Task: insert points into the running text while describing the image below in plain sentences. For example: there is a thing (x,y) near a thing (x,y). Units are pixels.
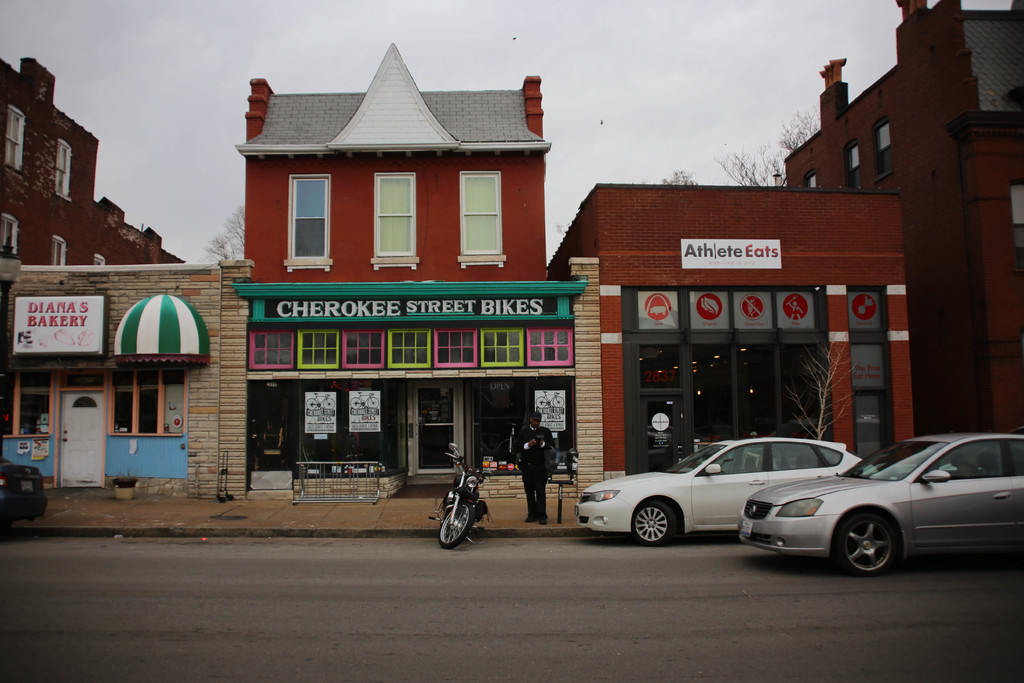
In this picture there is a person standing and we can see vehicles (584,525) on the road (525,553), plants (127,479), pole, railing (315,485), buildings (344,440) and boards (864,297). In the background of the image (594,32) we can see trees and sky (594,32).
